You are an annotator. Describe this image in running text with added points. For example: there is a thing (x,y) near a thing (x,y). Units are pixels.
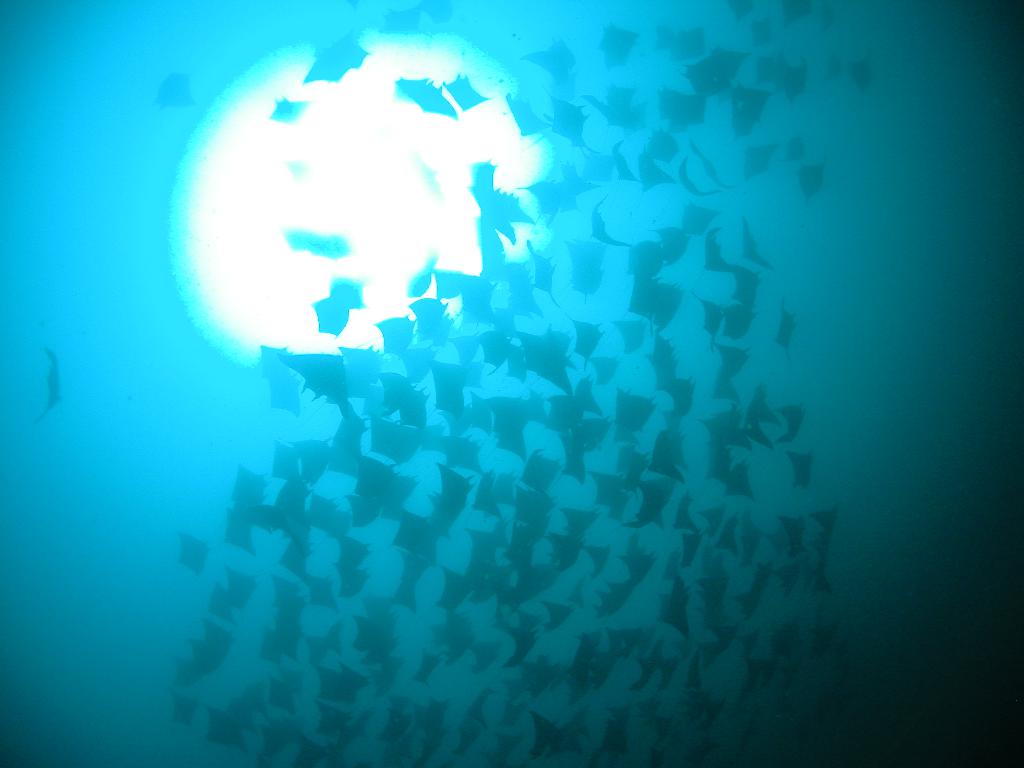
In this picture, we can see many rays (527,469), and we can see blue color background (427,453) and light (251,267).
